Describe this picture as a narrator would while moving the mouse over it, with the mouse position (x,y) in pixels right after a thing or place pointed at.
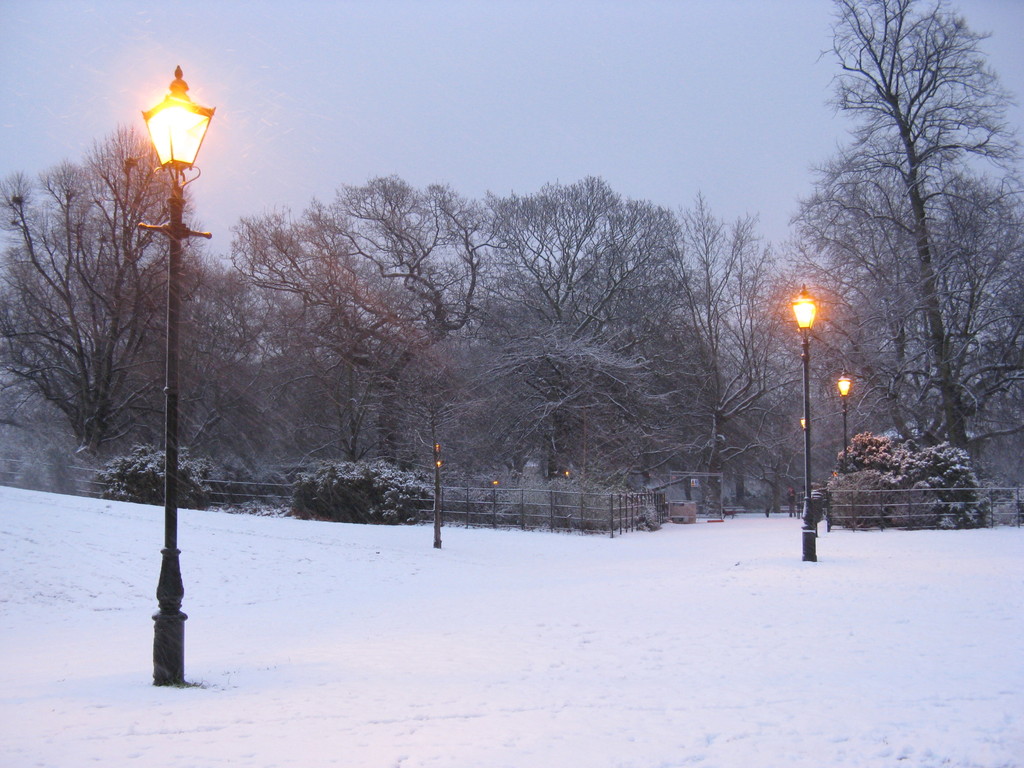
In the picture we can see the snow surface (583,661) with lamps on the poles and in the background (575,505), we can see some railing (560,514), plants (369,497), trees (537,433) with some snow (942,445) on it and a sky (0,151).
